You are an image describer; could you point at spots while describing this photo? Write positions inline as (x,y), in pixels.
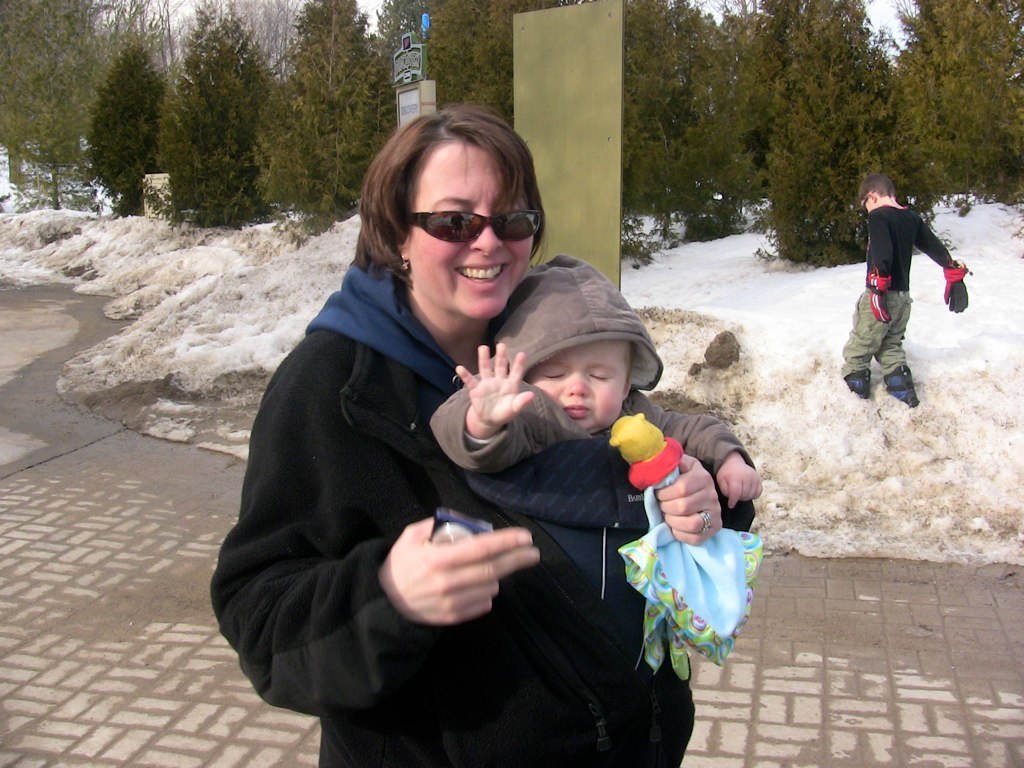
In this image we can see a person (431,653) carrying a kid (564,369) and holding few objects (687,568) and a child (879,283) is standing in the snow (769,323) and there are few trees (457,78) and boards (566,171) in the background (310,105).
